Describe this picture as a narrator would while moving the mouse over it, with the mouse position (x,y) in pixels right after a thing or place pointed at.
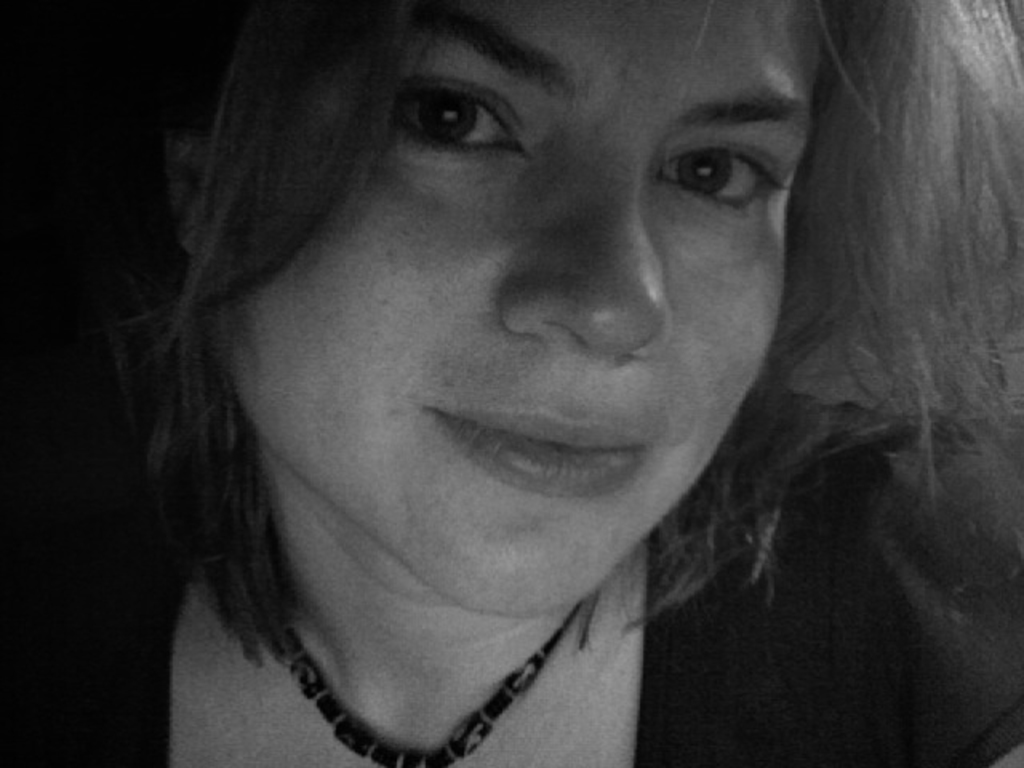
In the foreground of this picture (163,343) we can see a person (595,263) wearing a necklace (358,734).
